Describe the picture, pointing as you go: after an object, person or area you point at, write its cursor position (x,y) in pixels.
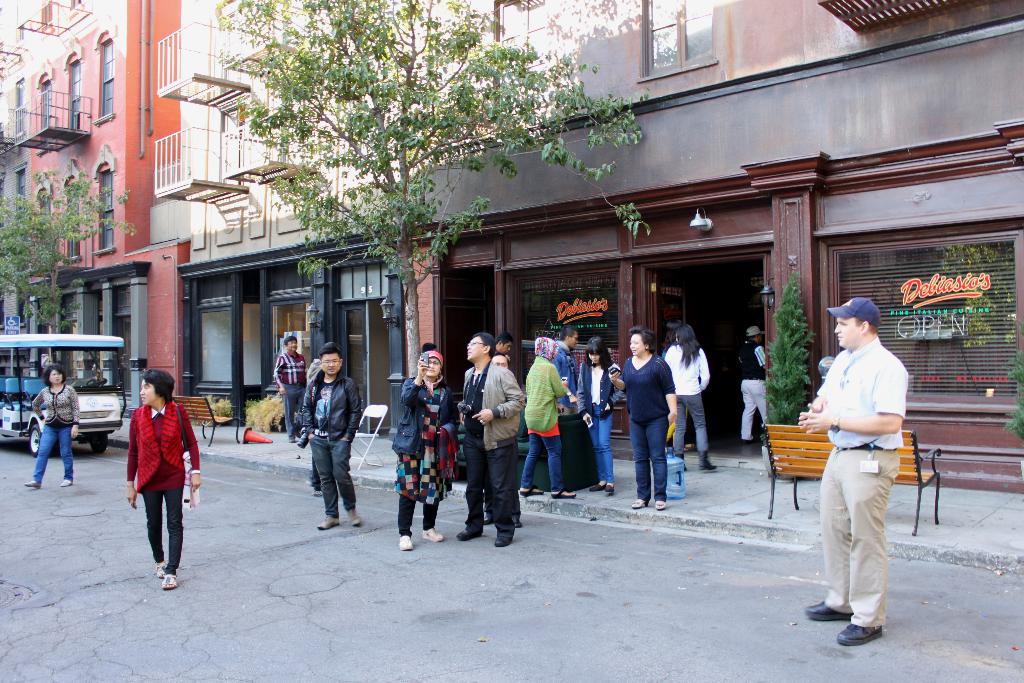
In this image there are buildings (780,219), in front of the buildings (792,231) there are trees (67,207), plants (787,403), benches (768,443) and a few people (503,436) are standing and walking on the road (283,482) and pavement (686,486) and there is a vehicle (111,383) parked.
